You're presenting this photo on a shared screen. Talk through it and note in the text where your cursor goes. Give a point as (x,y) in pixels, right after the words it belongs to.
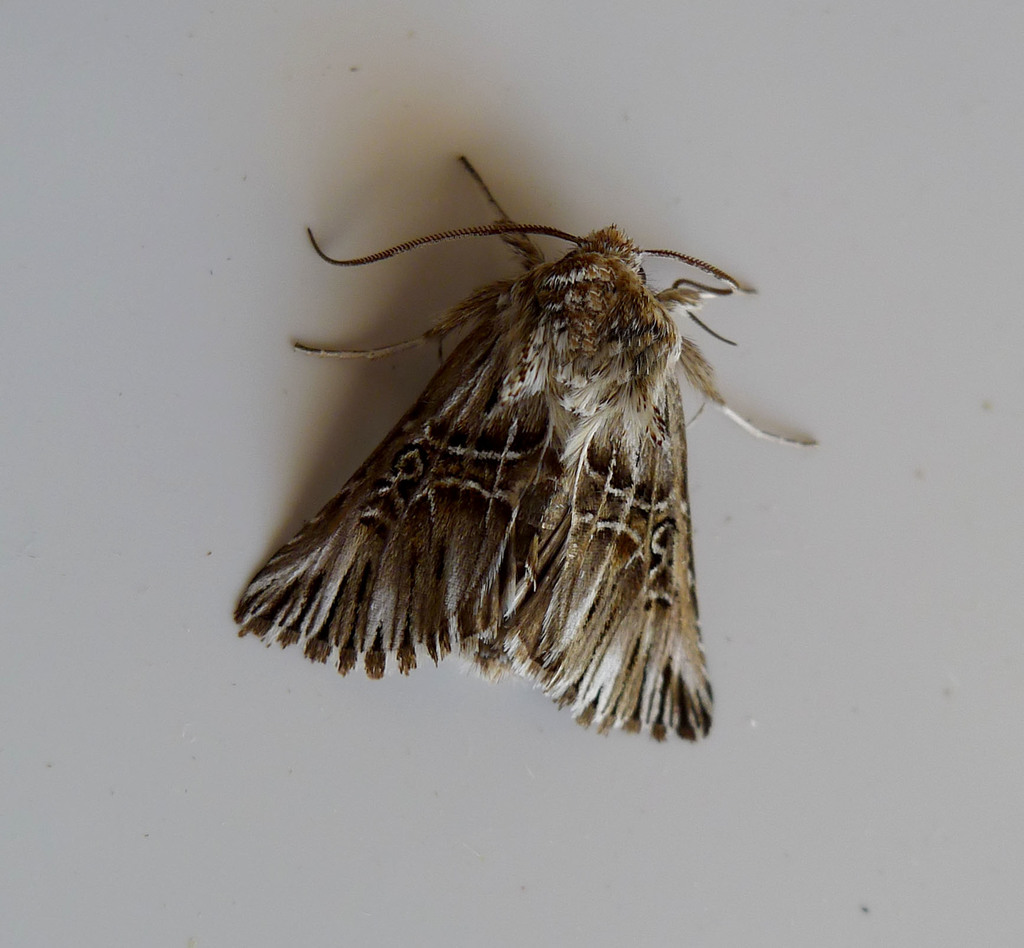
In this image there is an insect (400,507) on a white surface (170,587).
